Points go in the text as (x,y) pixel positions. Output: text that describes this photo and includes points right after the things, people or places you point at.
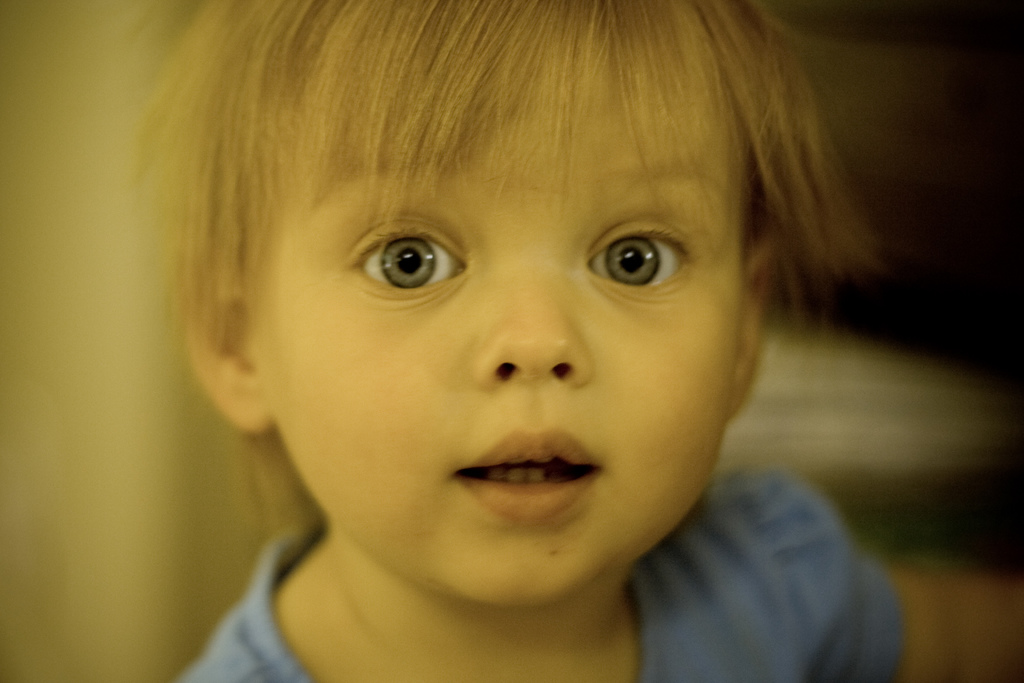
In this picture we can see a child (566,611) and in the background (832,383) we can see it is blurry.
